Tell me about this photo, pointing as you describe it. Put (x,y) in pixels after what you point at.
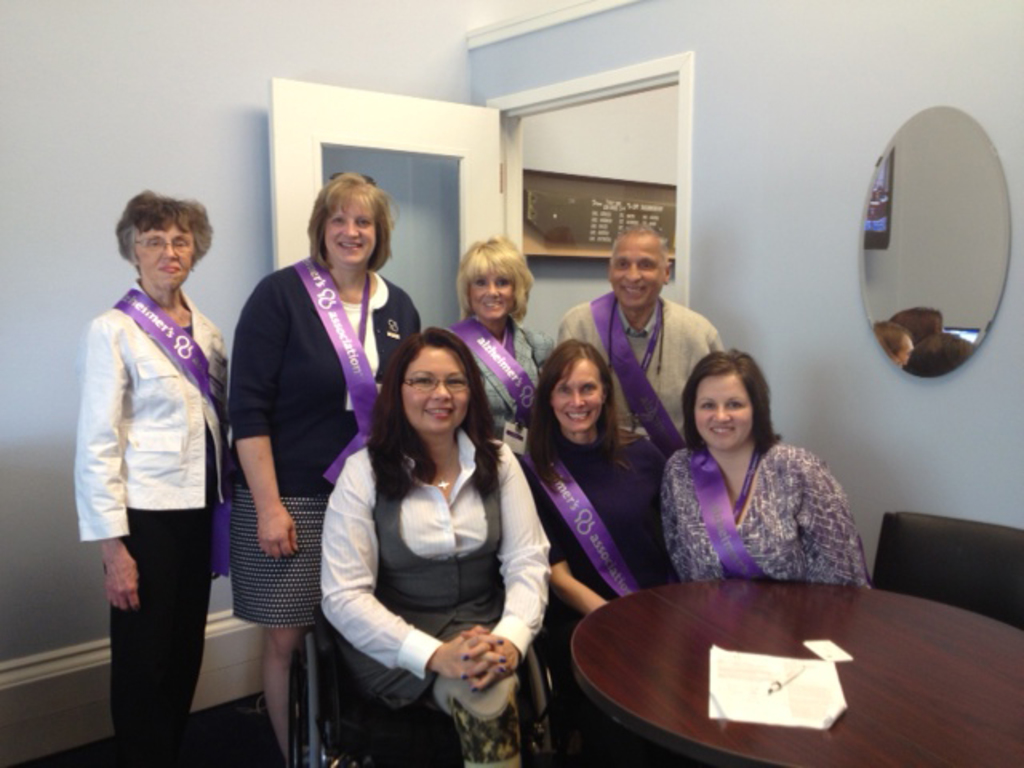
In this image I see 6 women (493,302) and men (581,331) and all of them are smiling. In the background (837,284) I see the wall (614,7), door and a mirror (971,121) on the wall (910,55), I can also see a table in front of them and there is a paper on it and I see a chair (938,584) over here.
